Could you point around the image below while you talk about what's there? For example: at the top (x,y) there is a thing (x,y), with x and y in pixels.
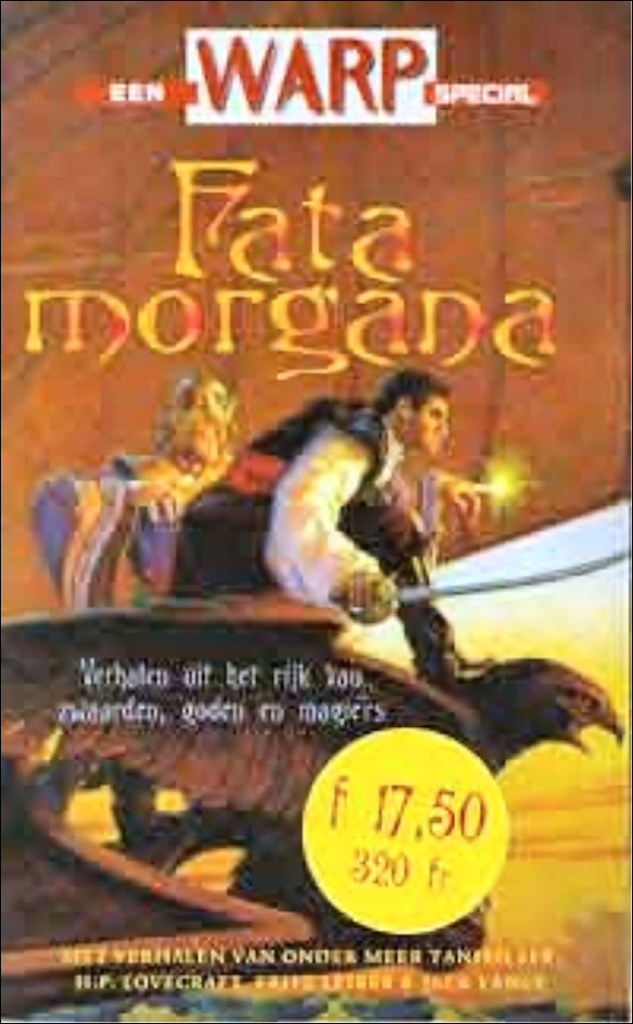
In this image we can see the advertisement (340,427).
